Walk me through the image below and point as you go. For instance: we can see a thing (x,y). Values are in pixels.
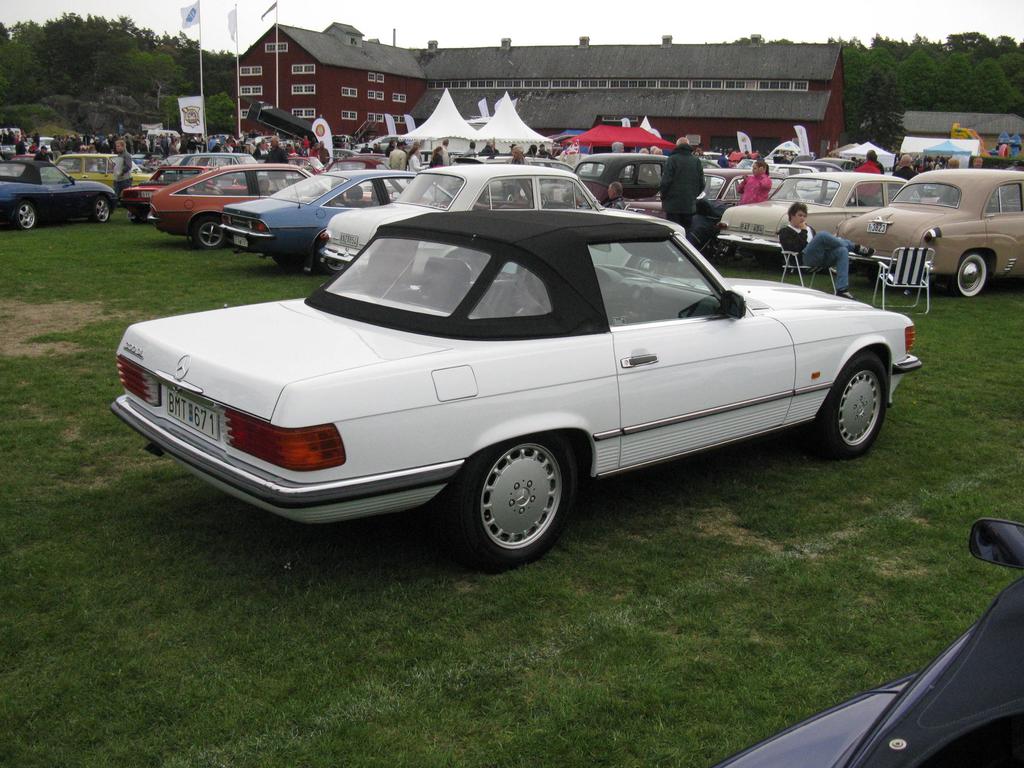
In this image few vehicles (259,204) are on the grassland (732,499). Right side (813,251) a person (832,256) is sitting on the chair (830,273). Before him there is a chair (905,257). Few persons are on the grassland (889,298). Middle of the image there are few tents (504,100). Behind there is a building (250,90). Left top there are few poles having flags (233,19). Background (206,73) there are few trees (889,107). Top of the image (462,21) there is sky (465,30).
